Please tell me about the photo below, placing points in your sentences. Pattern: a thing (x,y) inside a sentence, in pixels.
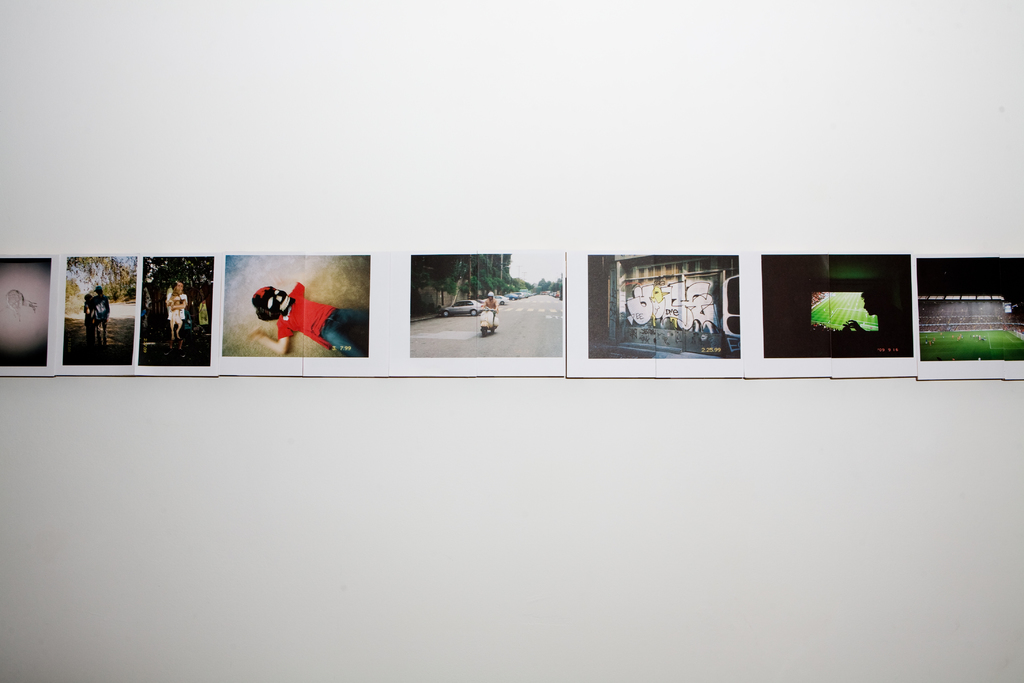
In this image there are many photographs (246,321) on the wall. Here a person (483,317) is riding a scooter (483,317) on the road (527,300), beside the road (463,324) there are many cars (472,306) and trees (507,285). Here there is a person (308,316) on the ground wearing a mask (277,302). In this picture there is a person (174,309). On the right (956,333) one there is a picture (970,308) of a ground (942,334). The wall (292,420) is white in color.
